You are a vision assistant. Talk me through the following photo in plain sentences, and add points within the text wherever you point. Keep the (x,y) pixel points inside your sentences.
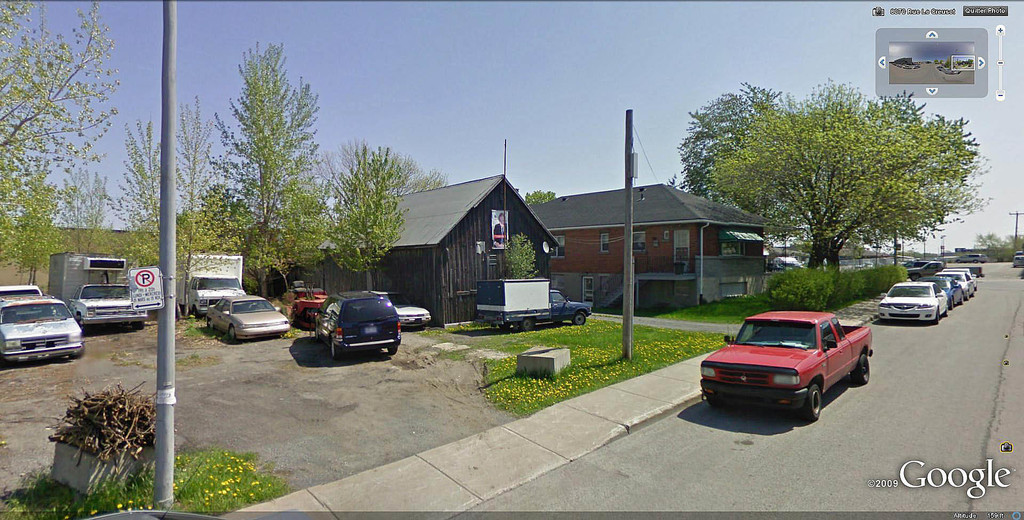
In this image we can see there are few buildings (489,272), beside the buildings (542,275) there are few cars (394,298) parked and there are some trees (805,227). On the right side of the image (893,346) there is a road (898,333). On the road (881,343) there are few cars (890,316) parked. In the background (636,72) there is a sky (553,63).
